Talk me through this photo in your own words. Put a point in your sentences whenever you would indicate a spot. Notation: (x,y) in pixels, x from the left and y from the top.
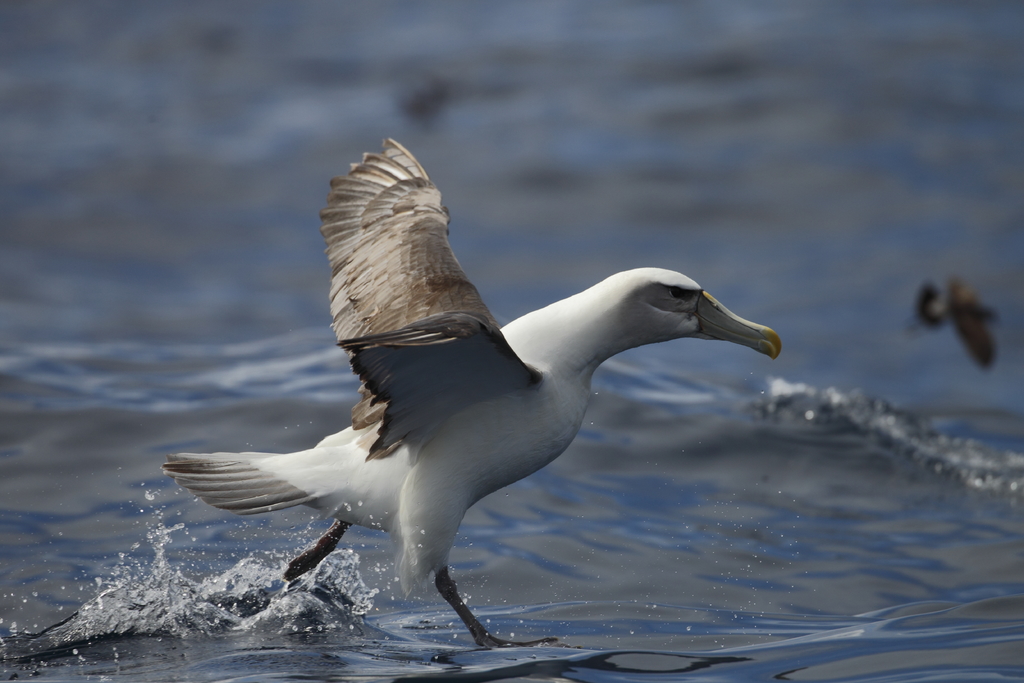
In this image we can see a bird (466,370) standing on the water (297,529).
